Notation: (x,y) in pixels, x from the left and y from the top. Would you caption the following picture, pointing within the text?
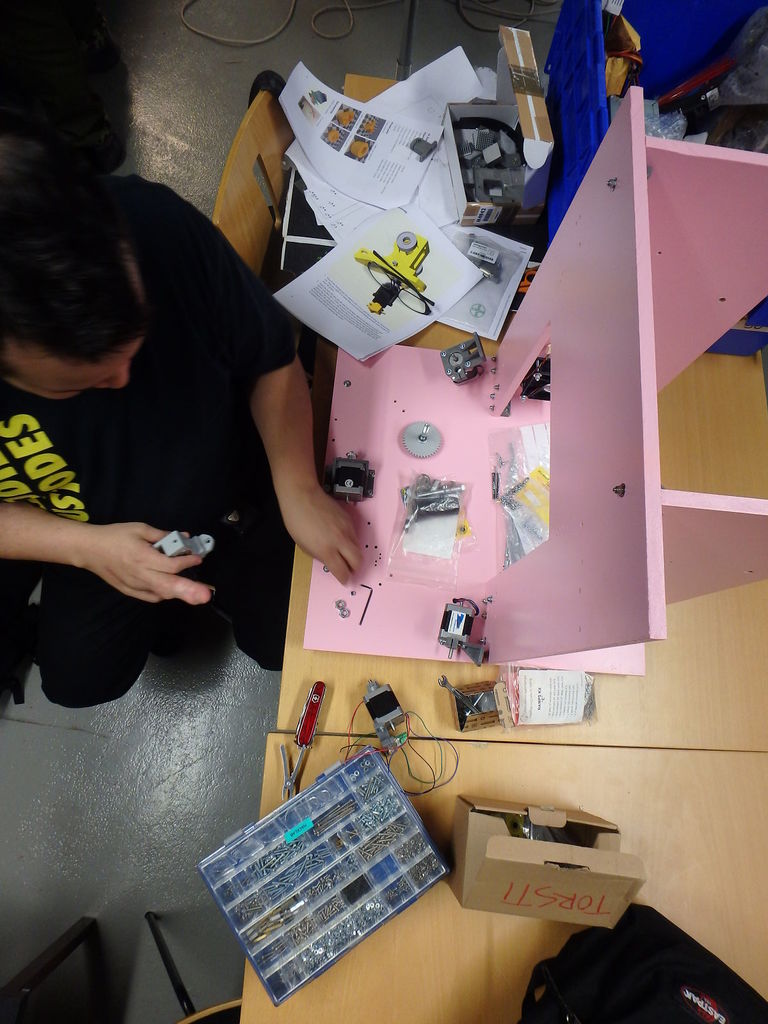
In this image we can see there is a man (114,617) in black costume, in front of him there is a table (728,789) with so many things (404,247) on it.
